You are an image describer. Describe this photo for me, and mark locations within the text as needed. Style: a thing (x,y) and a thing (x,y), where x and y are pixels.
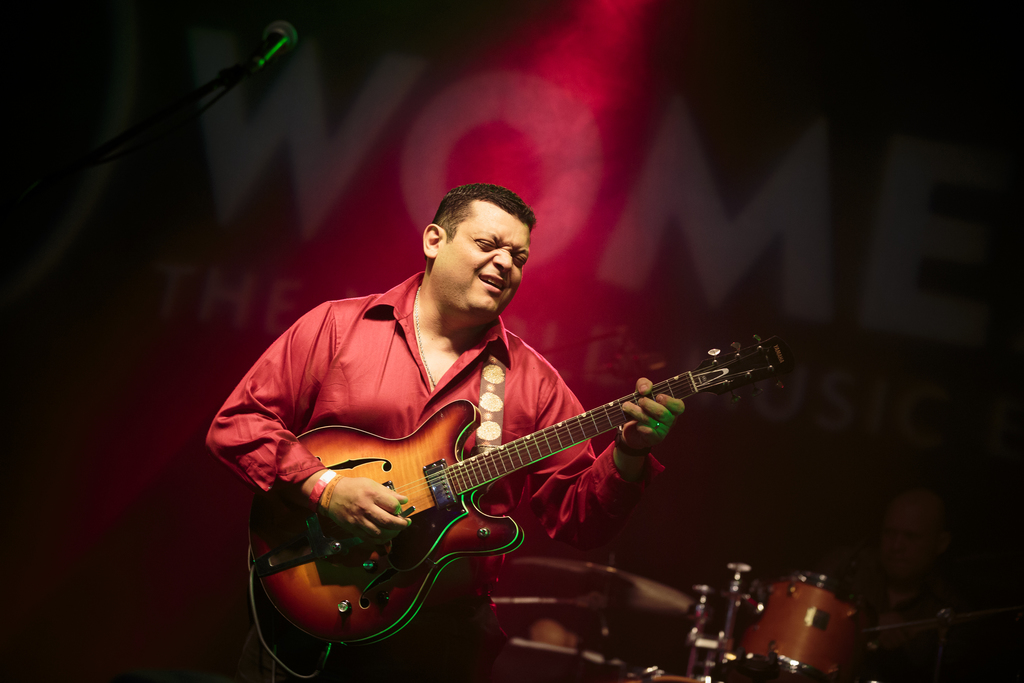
In this image there is a person (402,316) holding a guitar (503,447) and his mouth (503,284) is open and wearing a red color shirt (268,388) and on the left side (273,42) i can see a mike (262,51), on the right side (831,641) i can see a drum (838,618).
